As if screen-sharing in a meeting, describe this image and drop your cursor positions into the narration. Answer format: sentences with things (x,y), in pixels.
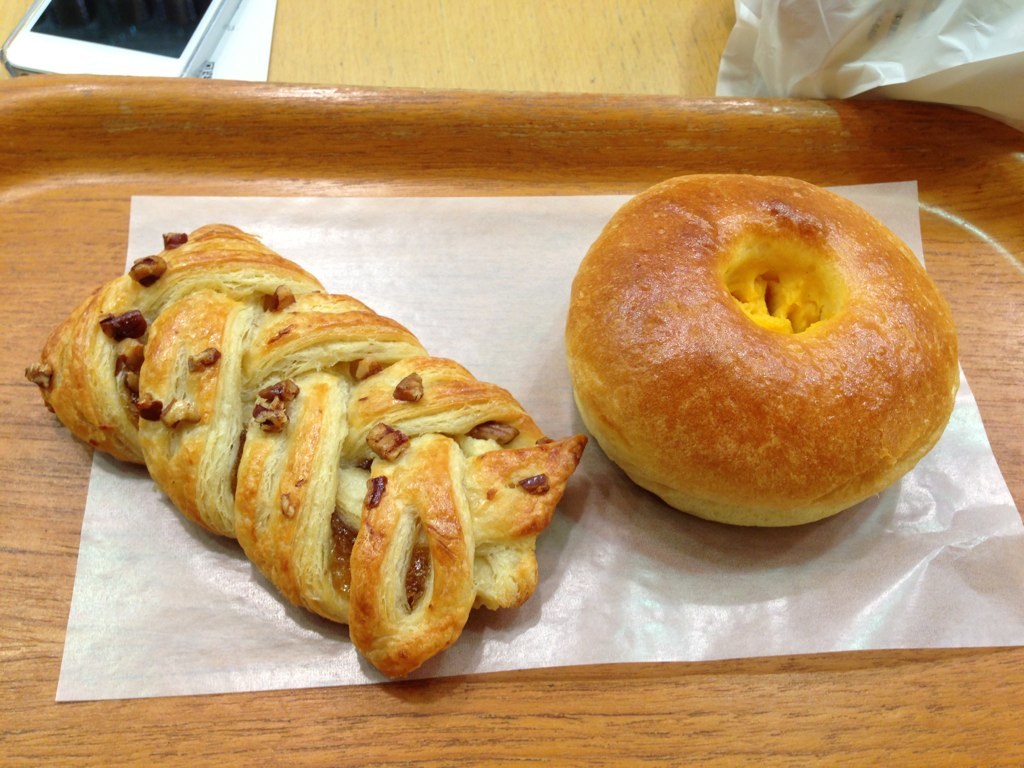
In this picture we can see some food (735,448) on a white paper (564,569). This white paper (686,620) is visible on a wooden surface (214,163). We can see a phone (190,38) and white objects (873,24) on a wooden surface (497,35) visible on top of the picture (433,15).
